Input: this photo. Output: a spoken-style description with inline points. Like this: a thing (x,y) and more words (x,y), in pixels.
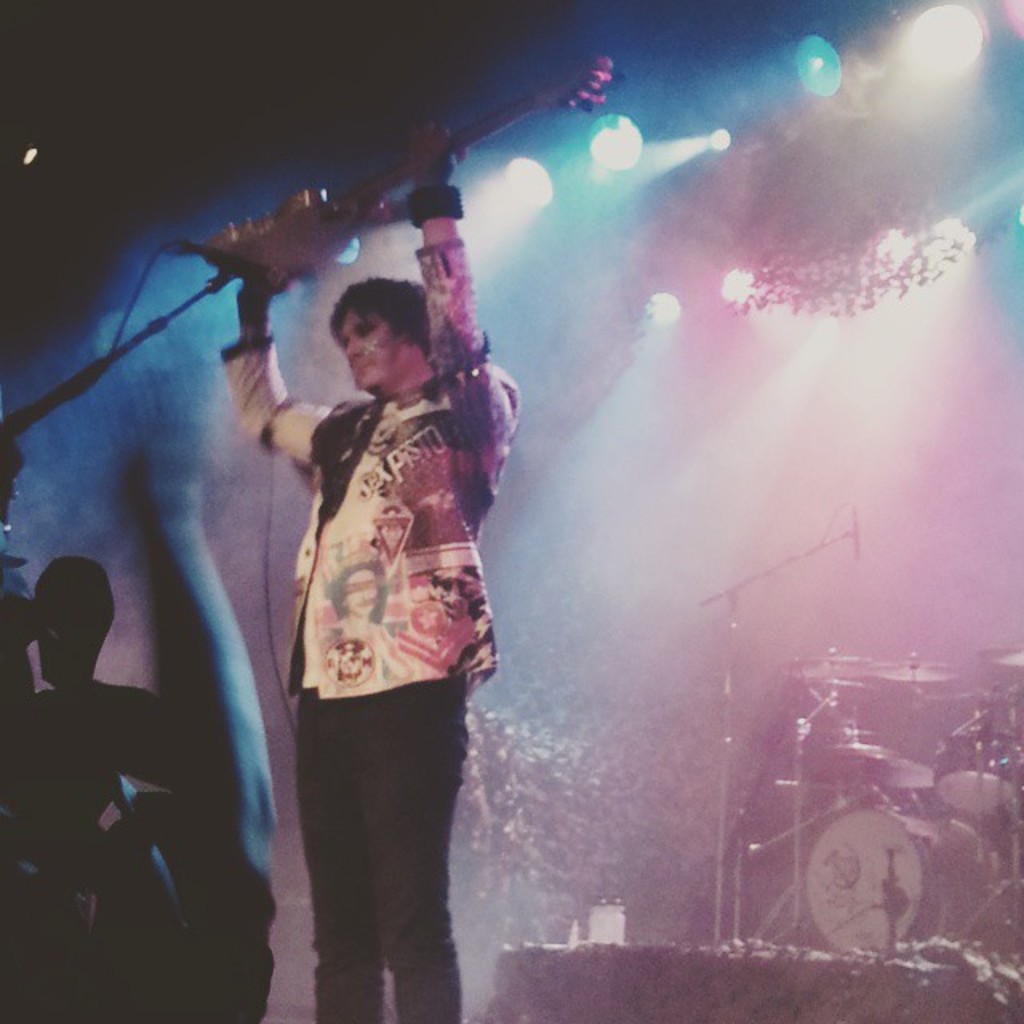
In this image we can see this person (391,587) wearing jacket (332,575) is holding a guitar (236,258) and there is a mic (51,413) over here. In the background (1013,751) we can see the show lights (599,156), drums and this part of the image is dark.
